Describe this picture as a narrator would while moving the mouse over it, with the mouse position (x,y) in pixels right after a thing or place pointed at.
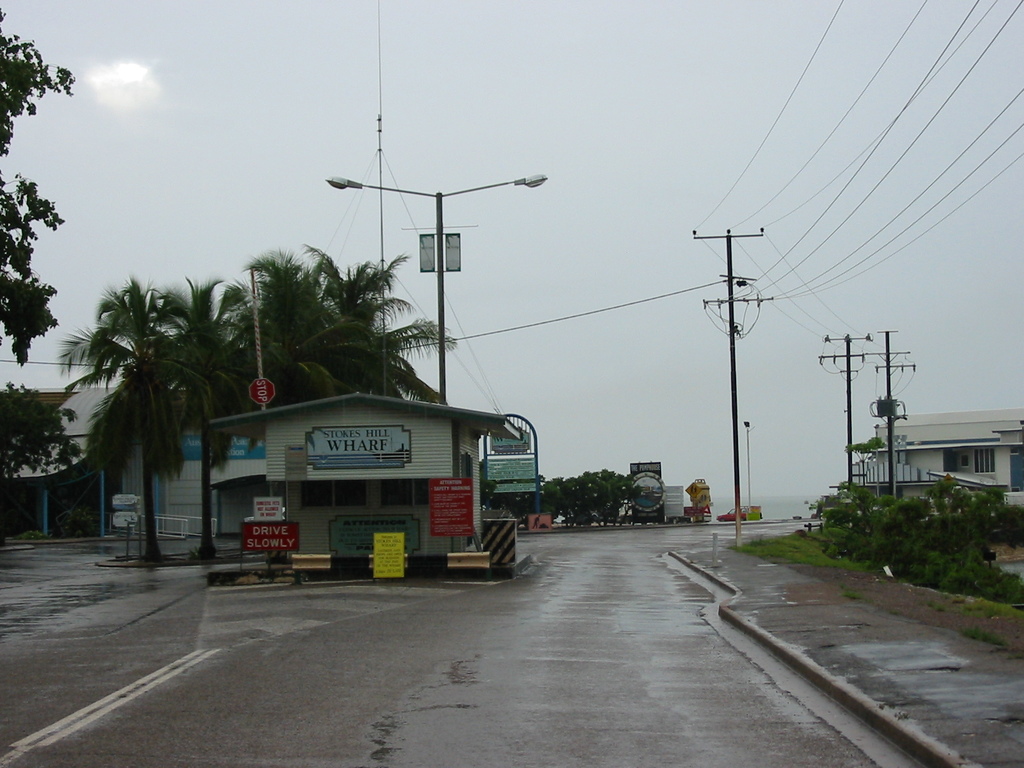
In this image there is the sky (469,142) towards the top of the image (619,108), there is a building (979,420) towards the right of the image (958,448), there is a building (397,486) towards the left of the image (321,462), there are boards (336,453), there is text (331,439) on the boards (434,533), there are trees (252,331) towards the left of the image (253,308), there are poles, there are streetlights (439,239), there are plants (868,507) towards the right of the image (938,539), there is road (512,713) towards the bottom of the image (491,692).
